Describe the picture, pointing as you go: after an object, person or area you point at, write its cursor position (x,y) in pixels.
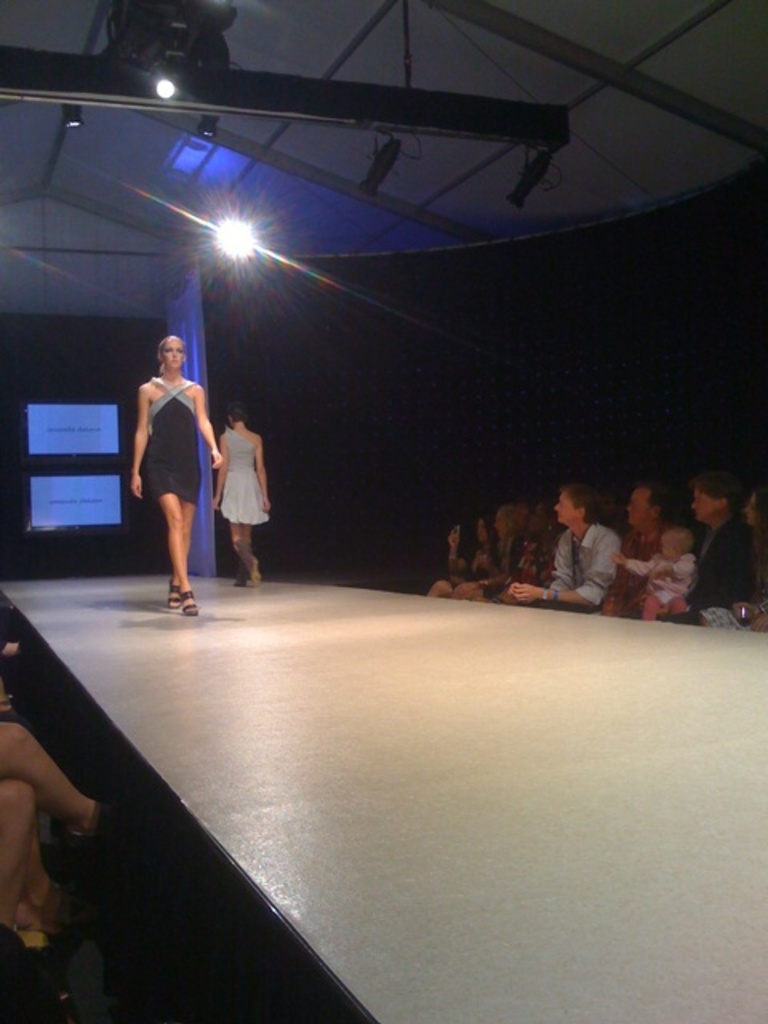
In this image, we can see two women (170,447) are walking on the floor (449,826). On the right side (623,539), we can see a group of people (509,569) are sitting. On the left side (23,868), we can see human legs (45,917). Background (97,416) we can see screens (93,437), curtain (204,348). Top of the image (252,240), we can see lights (229,240) and rods (50,176).
